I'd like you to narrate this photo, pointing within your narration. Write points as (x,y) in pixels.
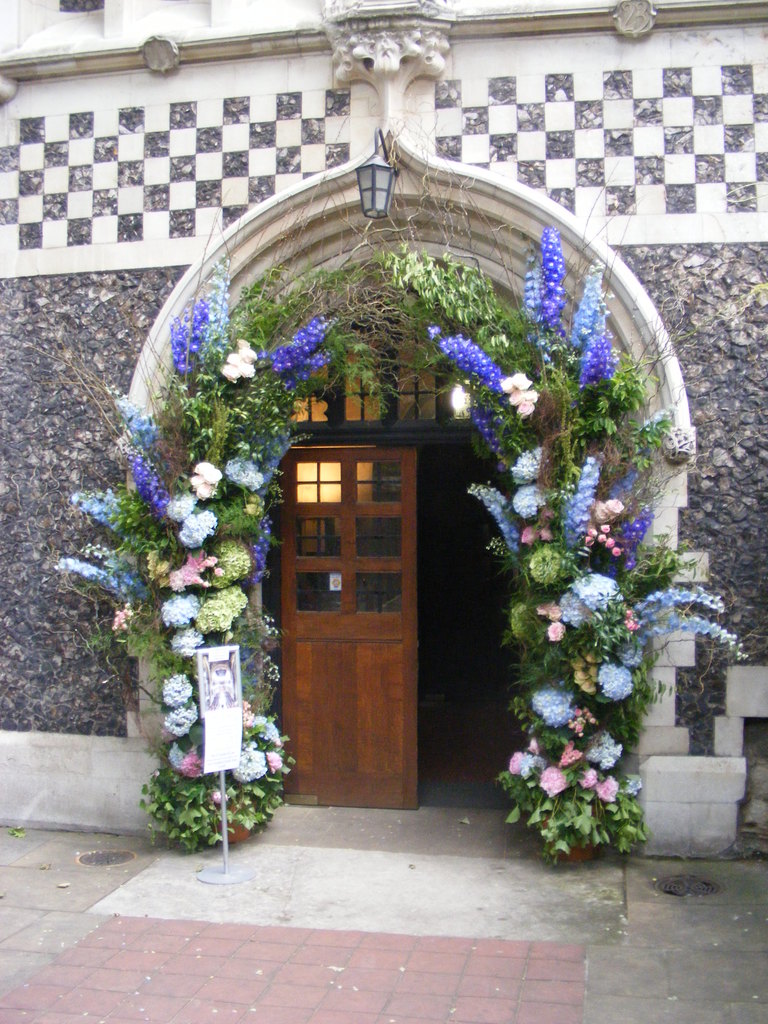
In this image I see a building (391,226) over here and I see the door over here and I see the path (374,893) and I see the decoration (228,357) with leaves (551,528) and flowers (222,347).
